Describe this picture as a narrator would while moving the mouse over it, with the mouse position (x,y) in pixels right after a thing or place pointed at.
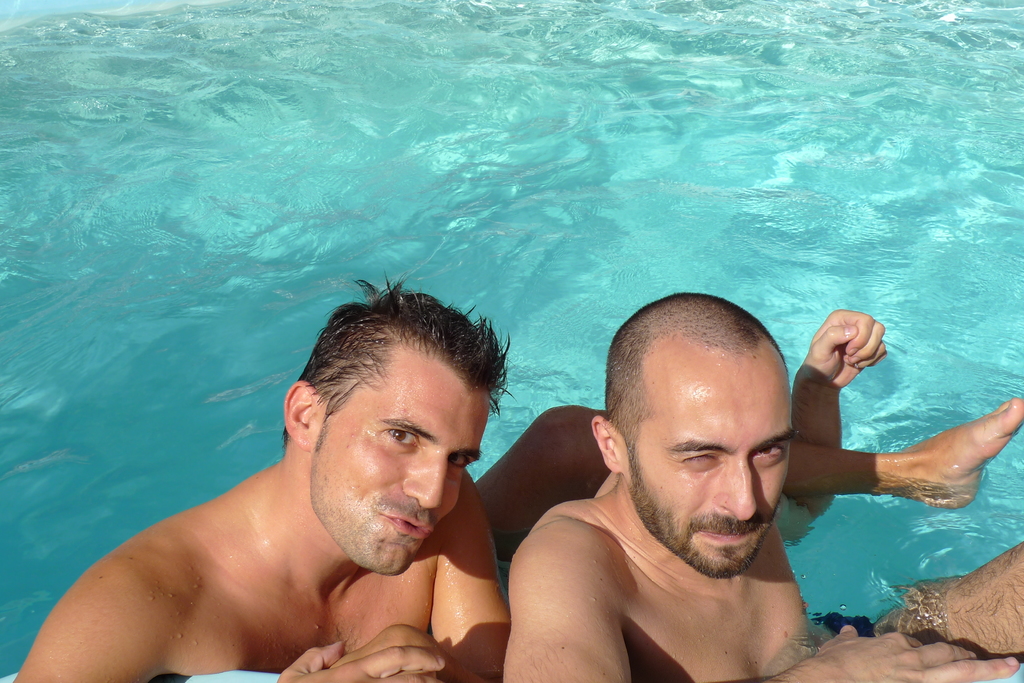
In this image we can see two men (654,582) in the water (988,485).
